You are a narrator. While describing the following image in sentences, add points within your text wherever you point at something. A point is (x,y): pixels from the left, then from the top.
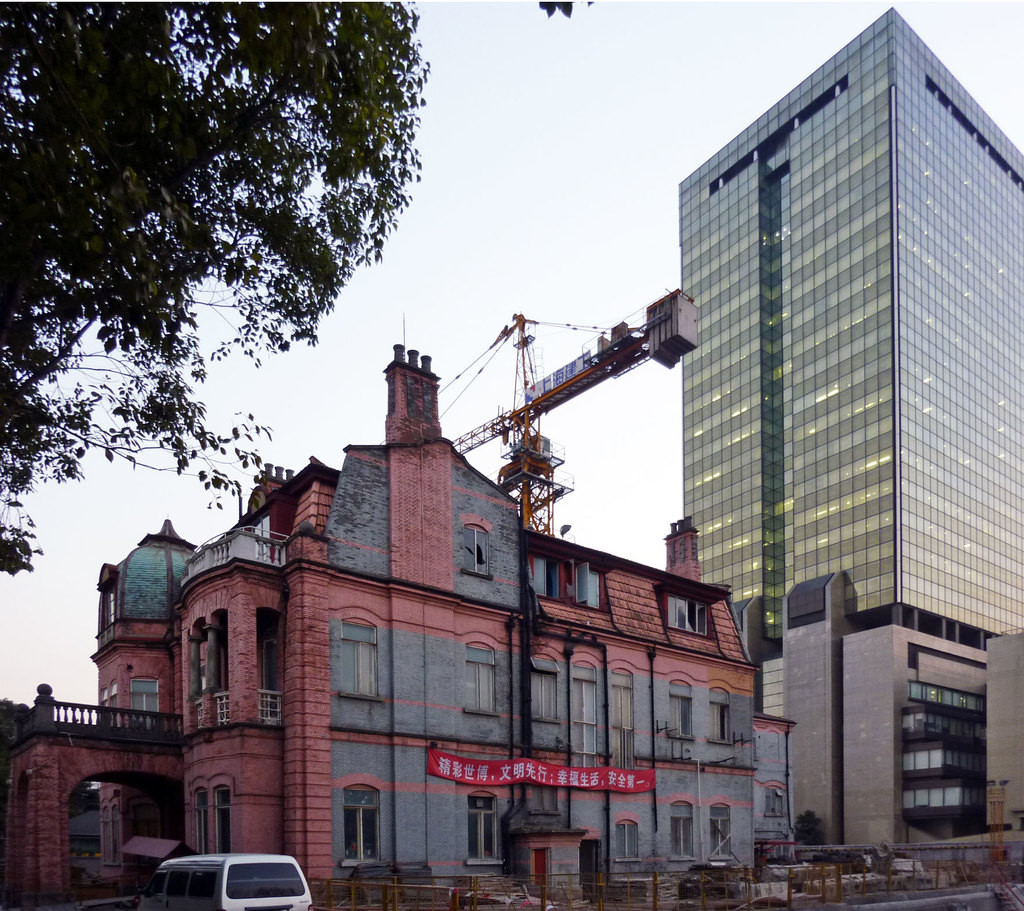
In this image we can see buildings (591,682), windows (583,580), tree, vehicle (272,859), and a fencing (530,882), and a banner (552,785) with some text (572,782) written on it, also we can see the sky (89,566).
